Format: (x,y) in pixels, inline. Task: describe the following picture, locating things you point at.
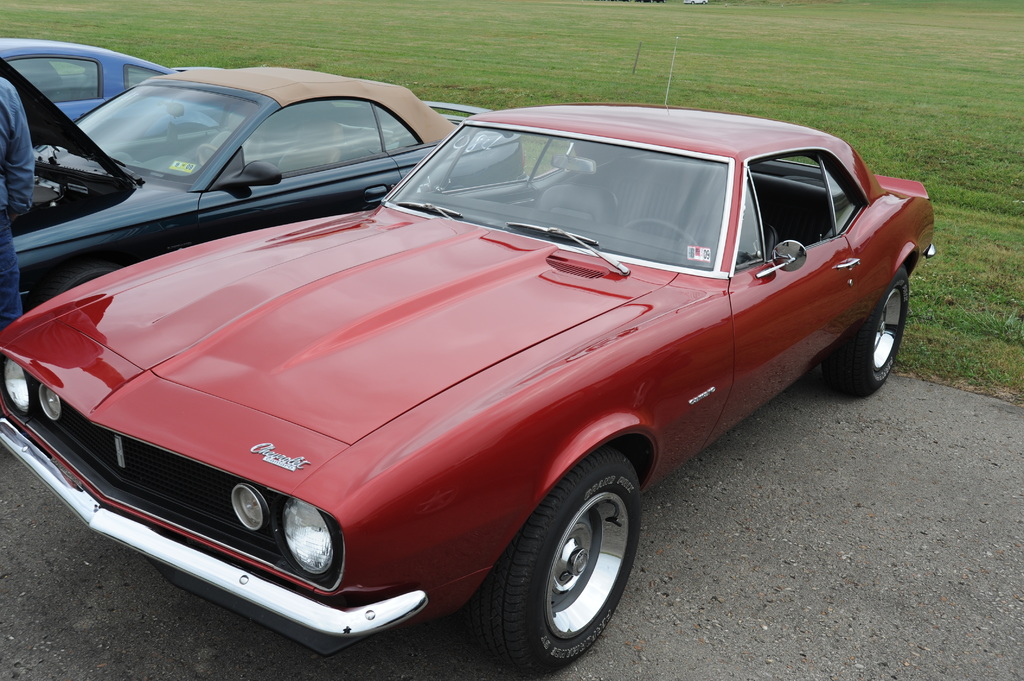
There are three cars (331,260) present in the middle of this image (523,314). there is a grassy land (489,65) in the background (841,114). There is one person (4,144) standing on the left side of this image (22,186).
